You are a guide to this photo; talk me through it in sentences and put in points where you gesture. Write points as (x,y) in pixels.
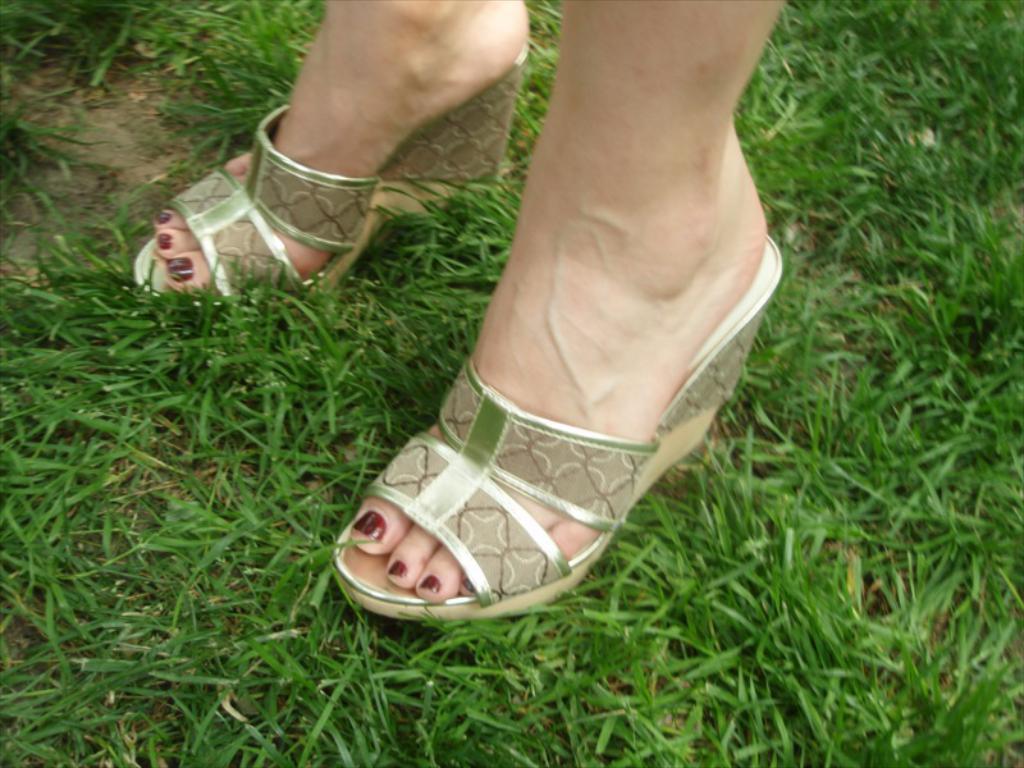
In this image there is a lady (352,170) standing on a grassland (237,307).
